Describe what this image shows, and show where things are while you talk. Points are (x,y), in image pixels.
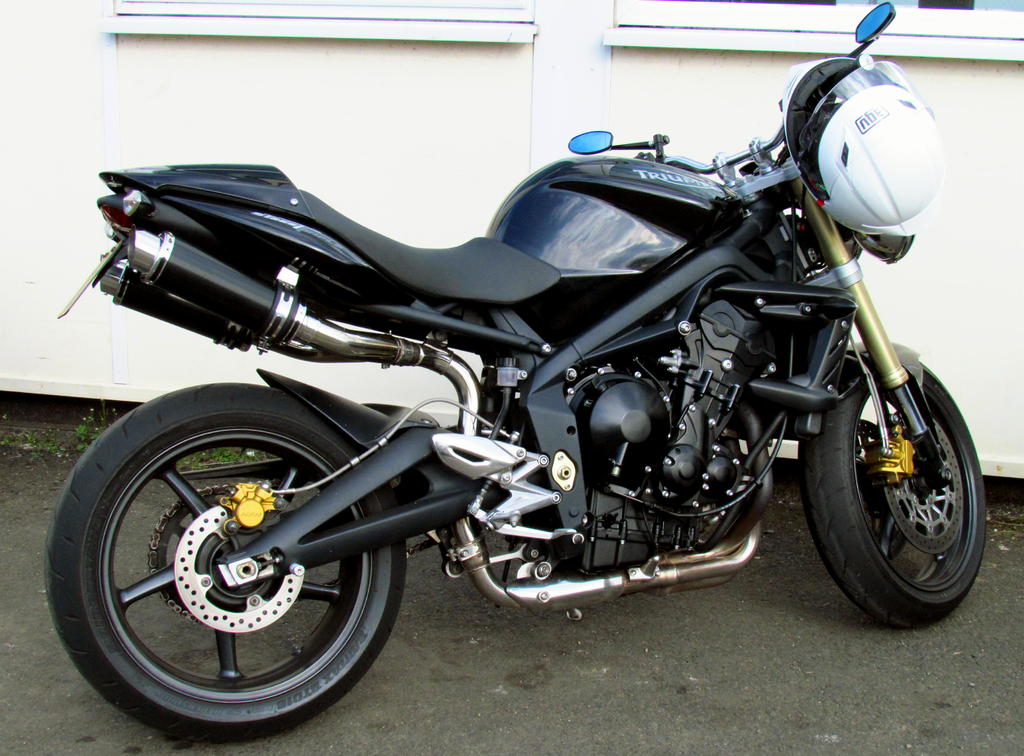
There is a bike (638,173) in the center of the image (606,332) and there is a helmet (865,112) on a handle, it seems like there are windows (730,14) at the top side (686,11).
